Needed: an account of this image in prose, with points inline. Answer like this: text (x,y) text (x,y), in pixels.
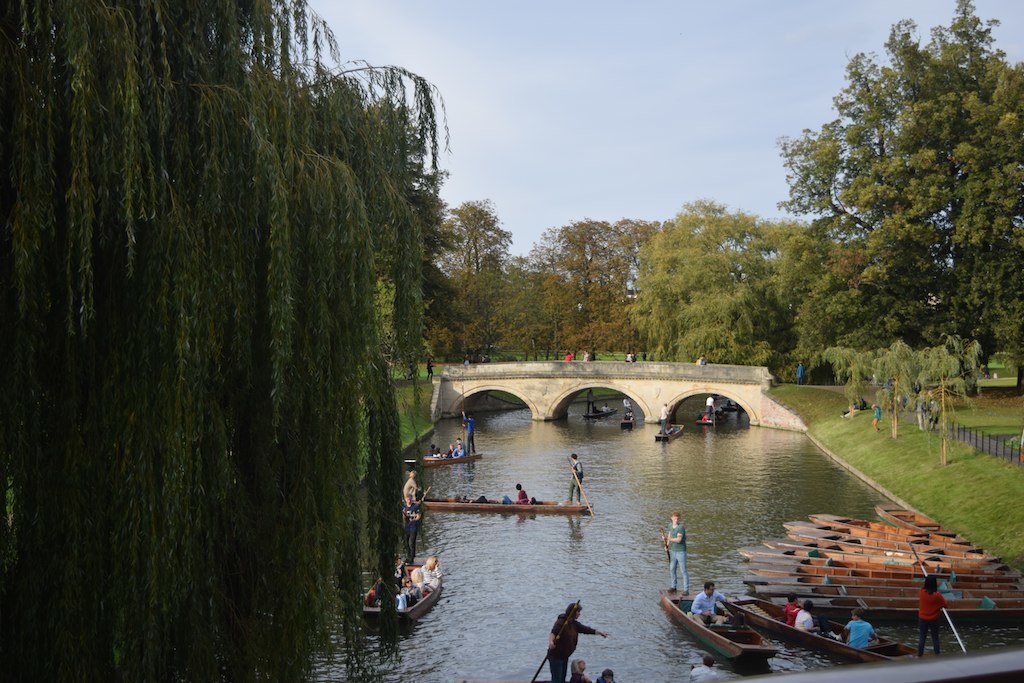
Here we can see people (702,681), boats (954,542) on water (522,452), bridge (577,367), trees (781,372), grass (972,454) and sky (613,170).
